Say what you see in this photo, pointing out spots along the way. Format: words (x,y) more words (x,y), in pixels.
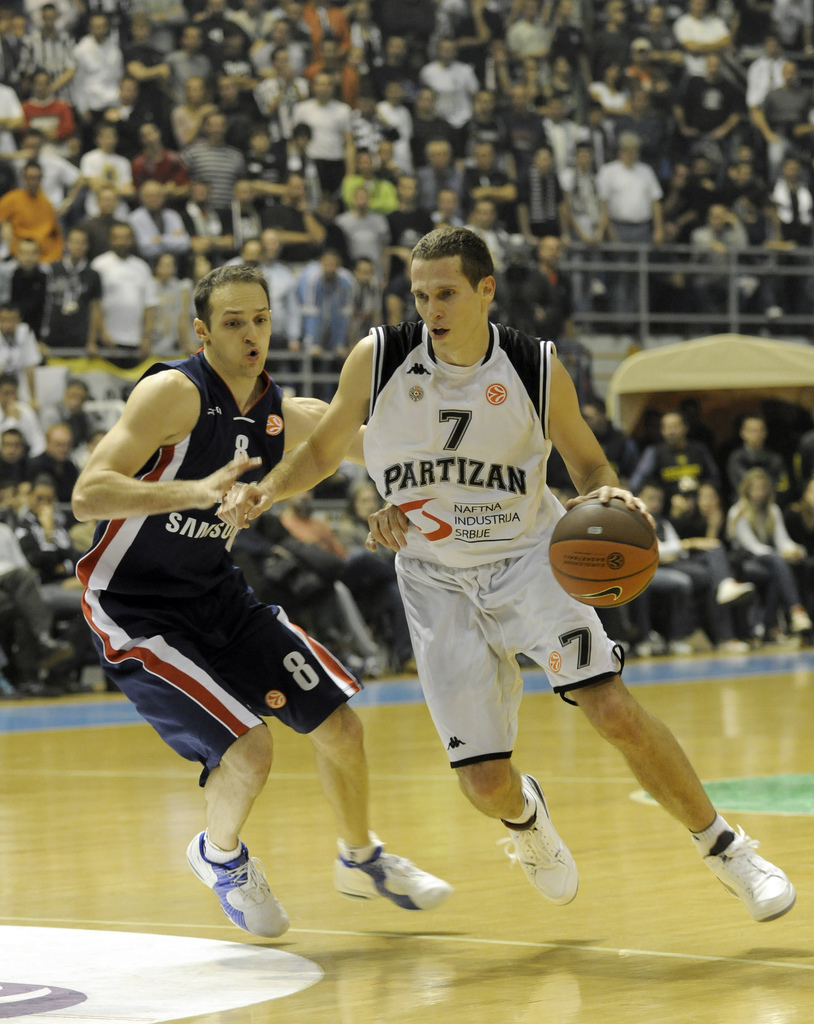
In the image there are two men (487,554) playing basketball. It seems to be a competition, there are many audience (174,134) in the background (497,122) looking at them.
